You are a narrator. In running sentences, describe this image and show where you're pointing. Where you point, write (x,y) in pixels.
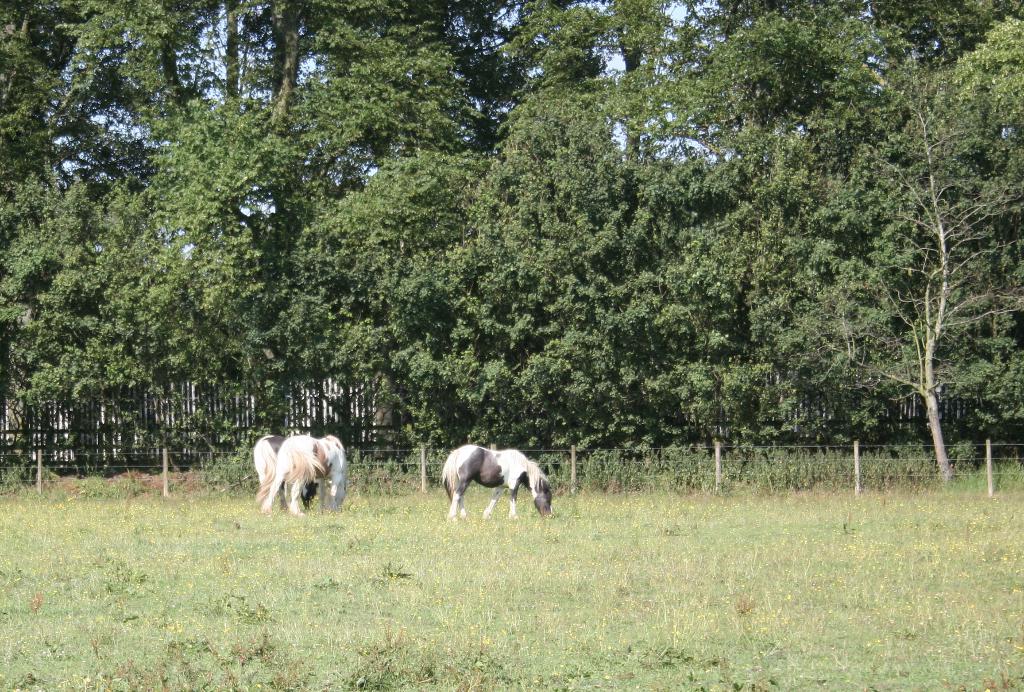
In this image there are three horses (492,477) which are eating the grass (483,566) on the ground (436,586). In the background (122,469) there is fence (164,479). Behind the fence (134,477) there are trees (394,249). At the bottom (443,641) there is grass (554,630).
